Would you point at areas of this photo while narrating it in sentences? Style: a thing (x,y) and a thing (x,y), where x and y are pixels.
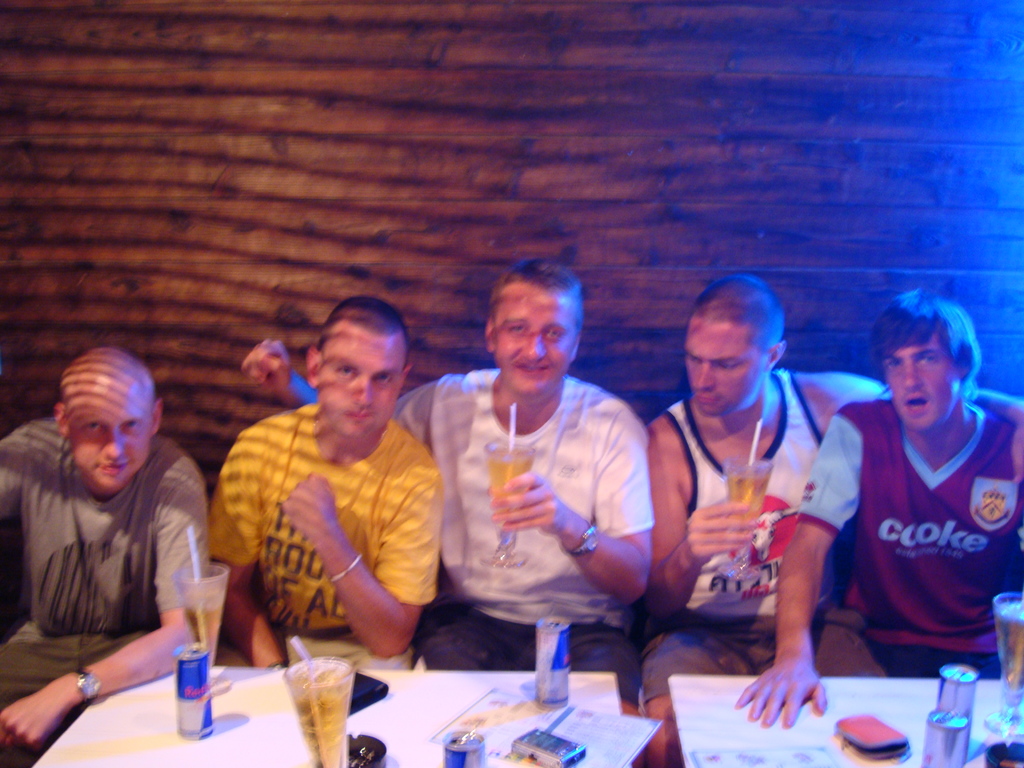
This picture seems to be clicked inside. In the foreground (696,716) we can see the tables (918,752) on the top of which glasses of drinks (332,753), cans (559,631) and some other objects (359,762) are placed. In the center (415,498) we can see the group of persons (624,461) wearing t-shirts (182,490) and sitting and we can see the two persons (618,464) wearing white color t-shirt (614,486), holding the glasses of drinks (517,461) and sitting. In the background (855,121) there is an object (755,172) seems to be the wall (471,96).
